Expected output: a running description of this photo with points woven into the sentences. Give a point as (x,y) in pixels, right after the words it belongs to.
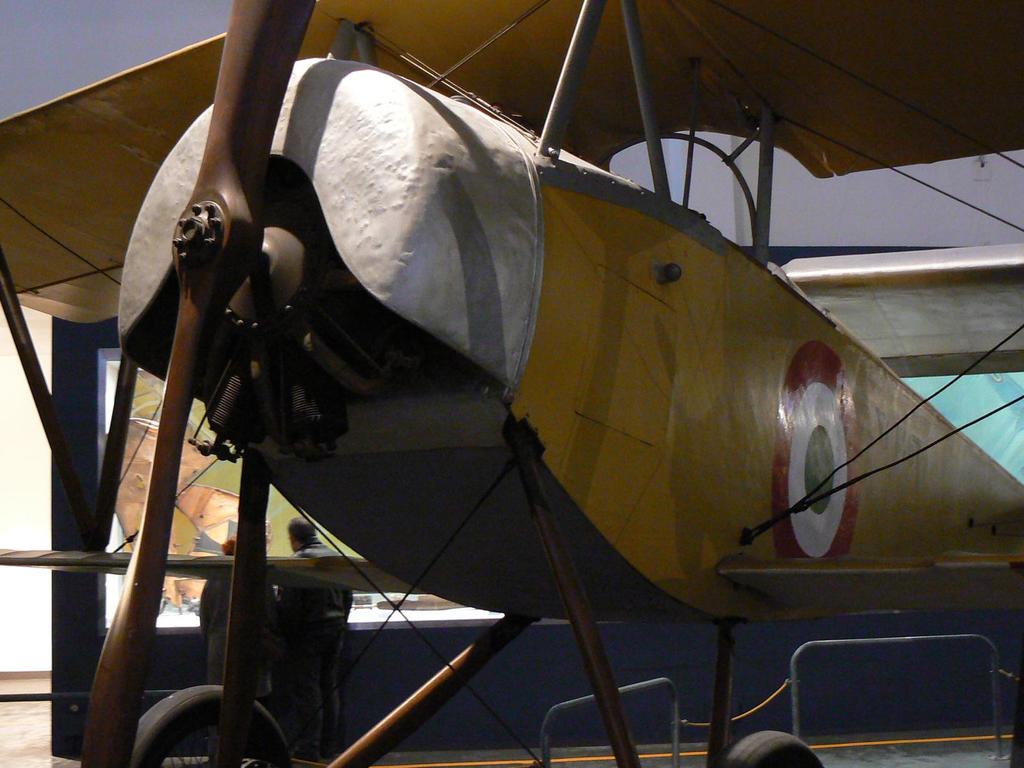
In the center of the image (491,388) there is an object (602,380). At the top (616,103) there is wing (628,130). There are two persons (329,612) visible in this image.
